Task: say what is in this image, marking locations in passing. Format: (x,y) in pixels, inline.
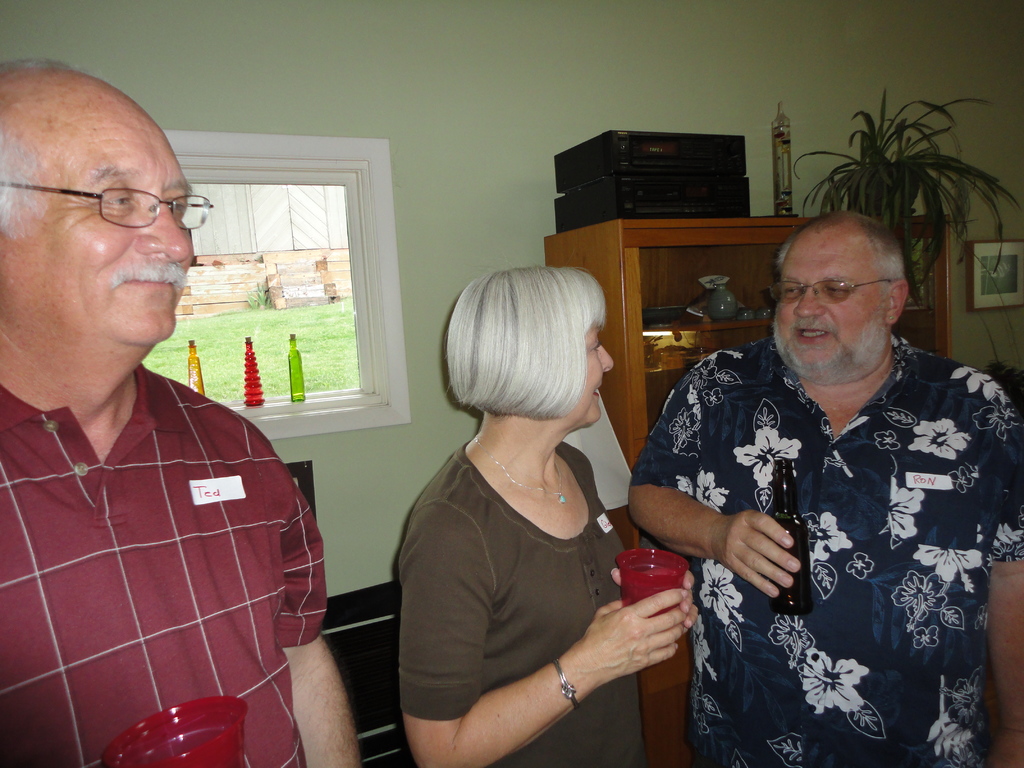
In this image, we can see three persons (550,511). On the right side (735,634), a person (861,555) holding a bottle (780,475). Here a woman (485,553) is holding a glass (653,580). Background (348,499) there is a wall (419,410), window (224,371), wooden shelf (693,352), frames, house plant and few things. Through the window (313,342), we can see grass (287,321) and wall (222,287).
